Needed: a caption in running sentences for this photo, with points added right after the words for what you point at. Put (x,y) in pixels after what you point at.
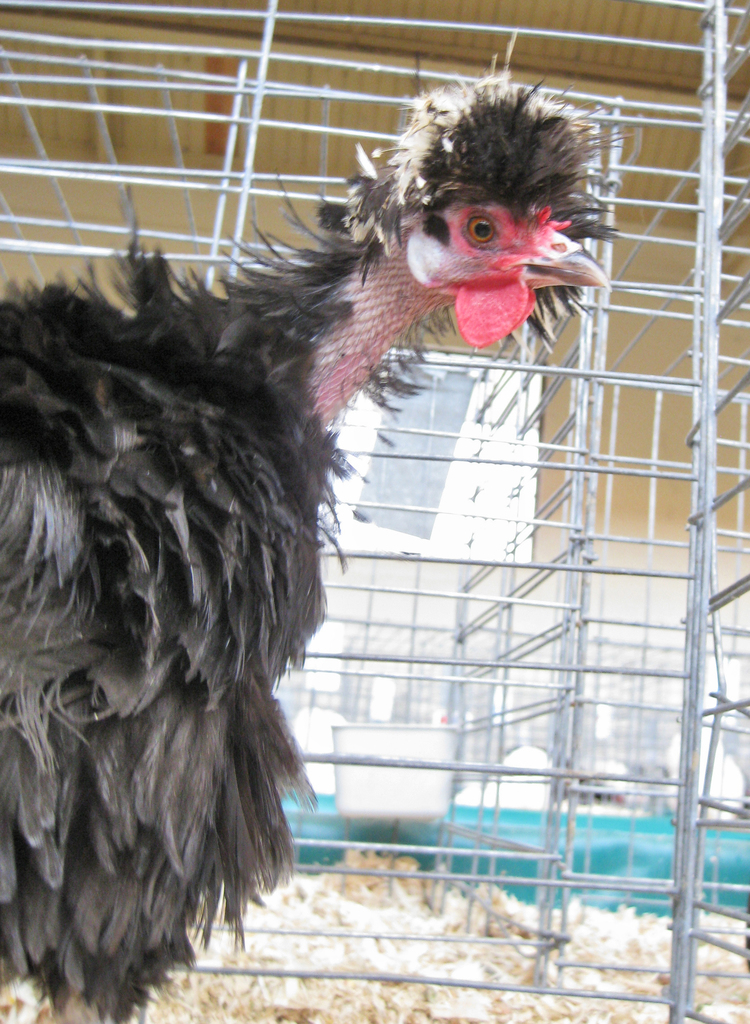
In the foreground of this picture (412,270) we can see a bird (188,430). In the background (577,494) we can see the metal rods (716,195) and some other items (520,493).
